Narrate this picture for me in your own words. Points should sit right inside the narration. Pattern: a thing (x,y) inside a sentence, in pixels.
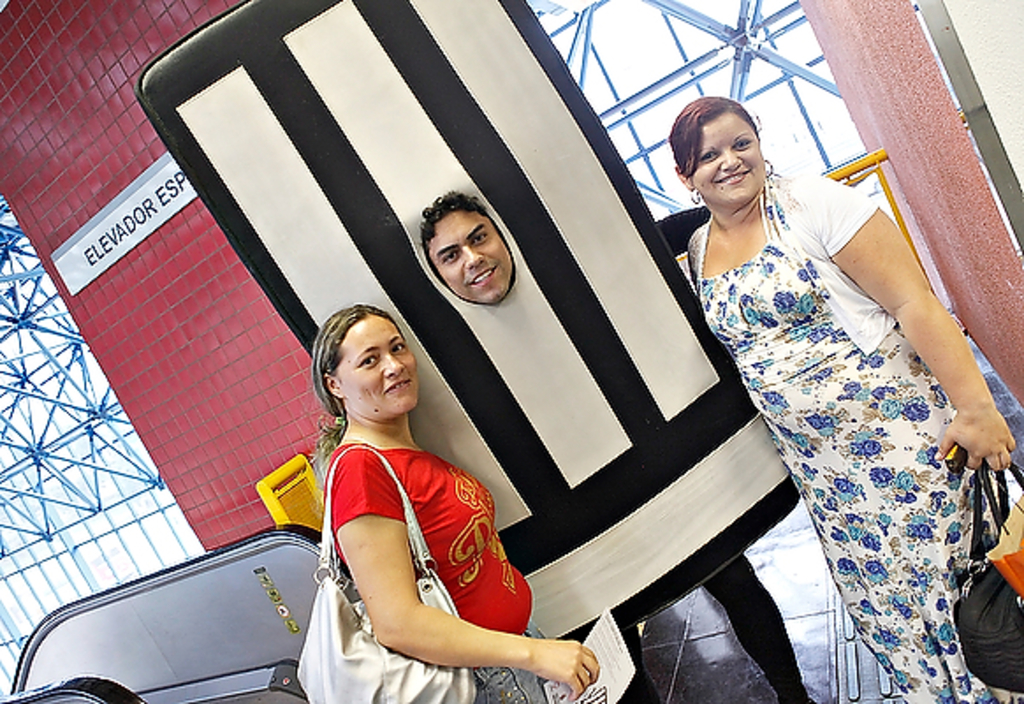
In the middle of the image (361,467) there is a lady (395,608) standing and there is a bag (409,684) and she is holding a paper (583,698) in the hand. Beside her there is a man (520,310) with costume (590,332). On the right side of the image (717,261) there is a lady (947,584) with bag (998,500) is standing and smiling. Behind them there is a wall (86,323) with paper (86,239) and also there are rods (795,25). At the bottom left corner of the image (70,654) there are escalator handles (195,634).
